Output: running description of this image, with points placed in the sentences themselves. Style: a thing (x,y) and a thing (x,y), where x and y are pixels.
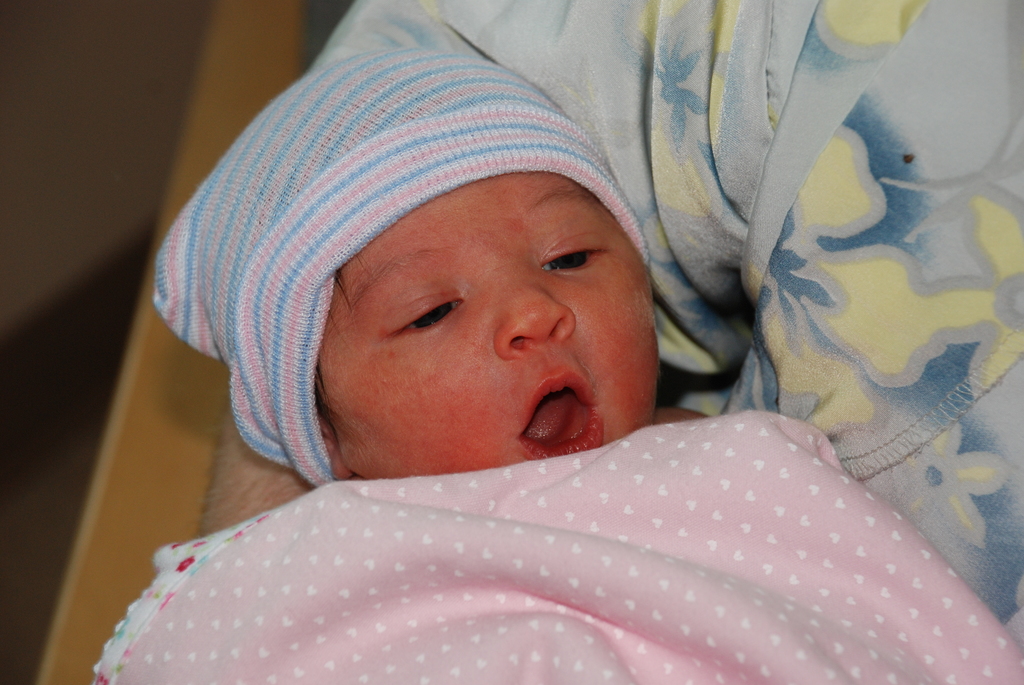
In the picture I can see a person (811,222) carrying a baby (542,382) wearing cap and pink color towel (479,606).
